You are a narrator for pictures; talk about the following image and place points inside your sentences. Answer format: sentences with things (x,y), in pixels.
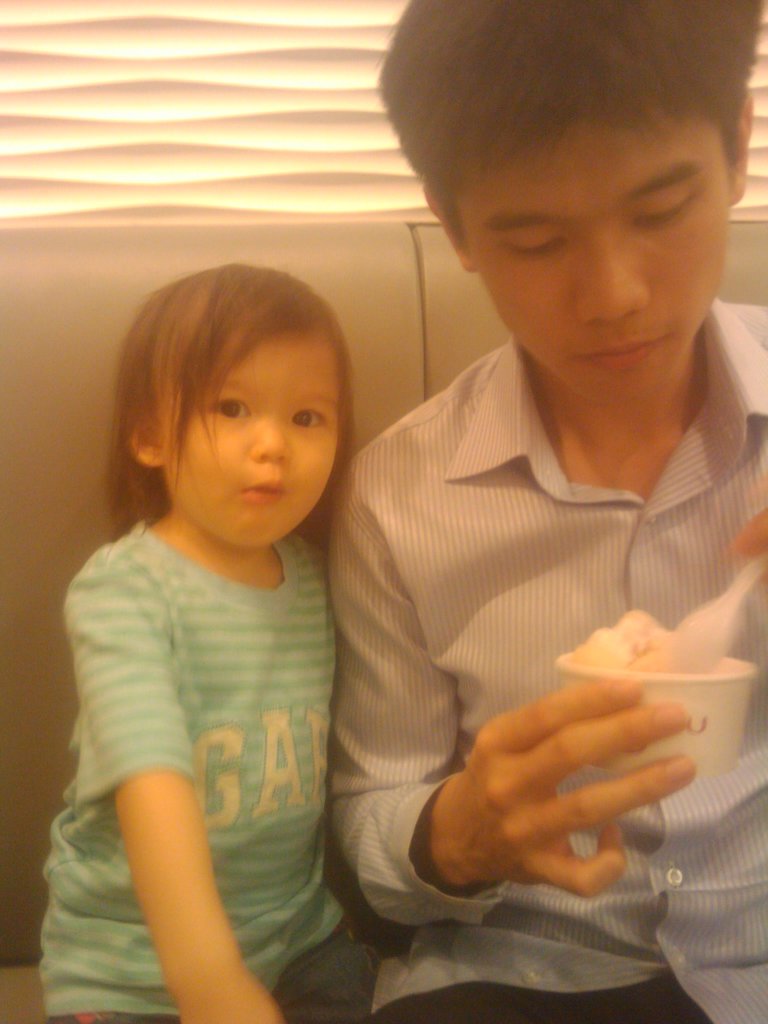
In this picture we can see there are two people (227,669) sitting on a couch (34,1020) and a person (534,725) is holding a cup (649,683) and a spoon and in the cup (662,688) there is some food (602,656). Behind the person (664,549) there is a wall (203,152).
